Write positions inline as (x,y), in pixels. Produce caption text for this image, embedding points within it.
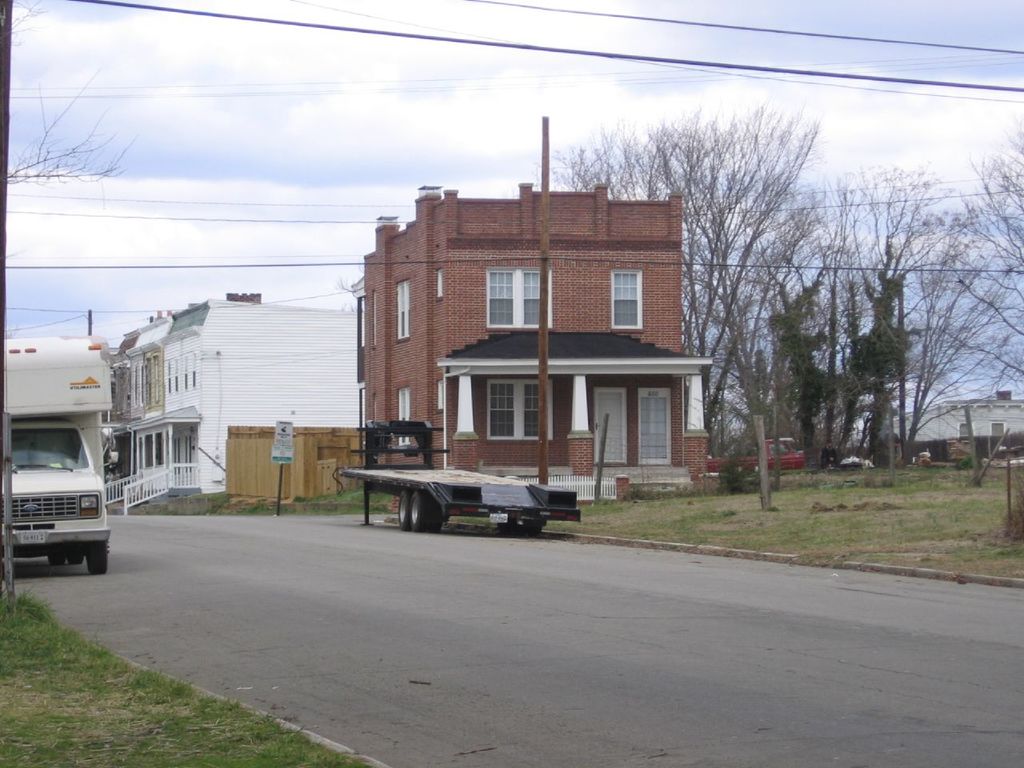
These are the houses (387,316) with the windows (499,278) and doors (610,428). I can see the pillars (462,396). This looks like a current pole (547,159). I can see a vehicle (70,529), which is parked on the road (114,626). This is the grass (195,696). These are the trees (850,332). This looks like a board (281,455), which is attached to a pole (281,492). Here is a sky (236,160).
